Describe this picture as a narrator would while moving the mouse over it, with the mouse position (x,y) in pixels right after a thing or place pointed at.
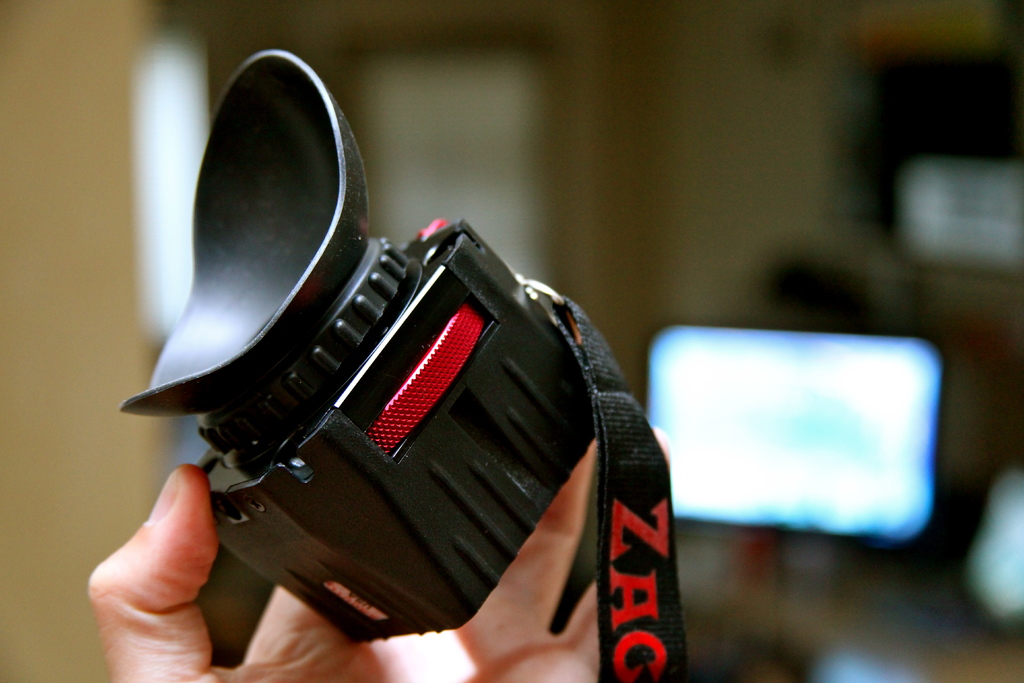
In the picture we can see a person's hand (124,633) holding a camera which is black in color with a black color tag (633,550) and a screen (684,512) to it and in the background (376,196) it is invisible.
